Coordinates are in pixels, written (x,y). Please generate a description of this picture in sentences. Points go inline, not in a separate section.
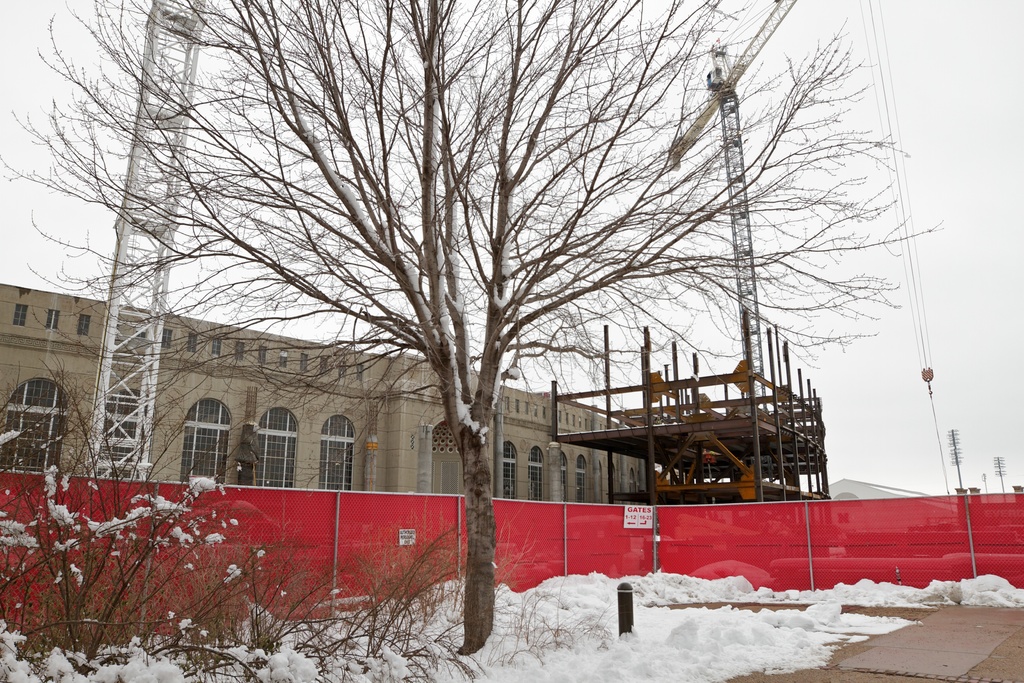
In this image, there are a few buildings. We can see the ground (533,625) covered with snow (615,616) and some objects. We can see a plant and a tree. We can see the fence (571,513) and some boards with text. We can see some cranes (707,118) and a metallic object (786,486). There are a few poles (996,473) and wires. We can see the sky (884,466).
